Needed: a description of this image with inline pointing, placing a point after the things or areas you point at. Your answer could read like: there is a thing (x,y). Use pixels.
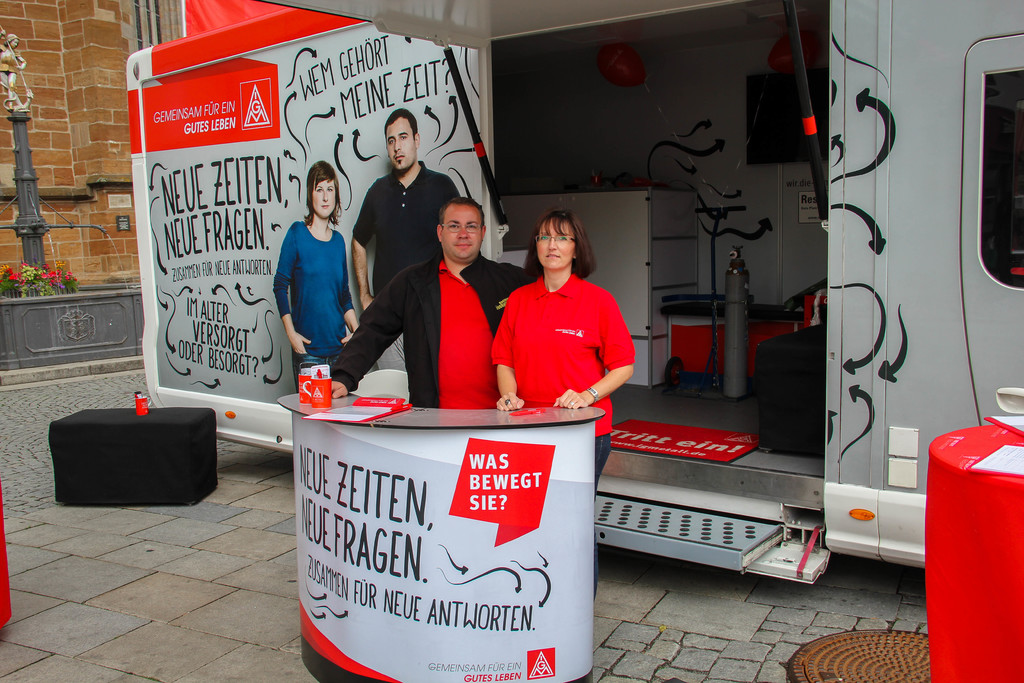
In this image I can see two persons (603,398) standing. The person (519,324) at right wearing red shirt (506,322) and the person (438,317) at left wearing black and red color dress (425,319). Background (222,165) I can see stall (386,159), a building (112,112) in brown color and few flowers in green and red color.
